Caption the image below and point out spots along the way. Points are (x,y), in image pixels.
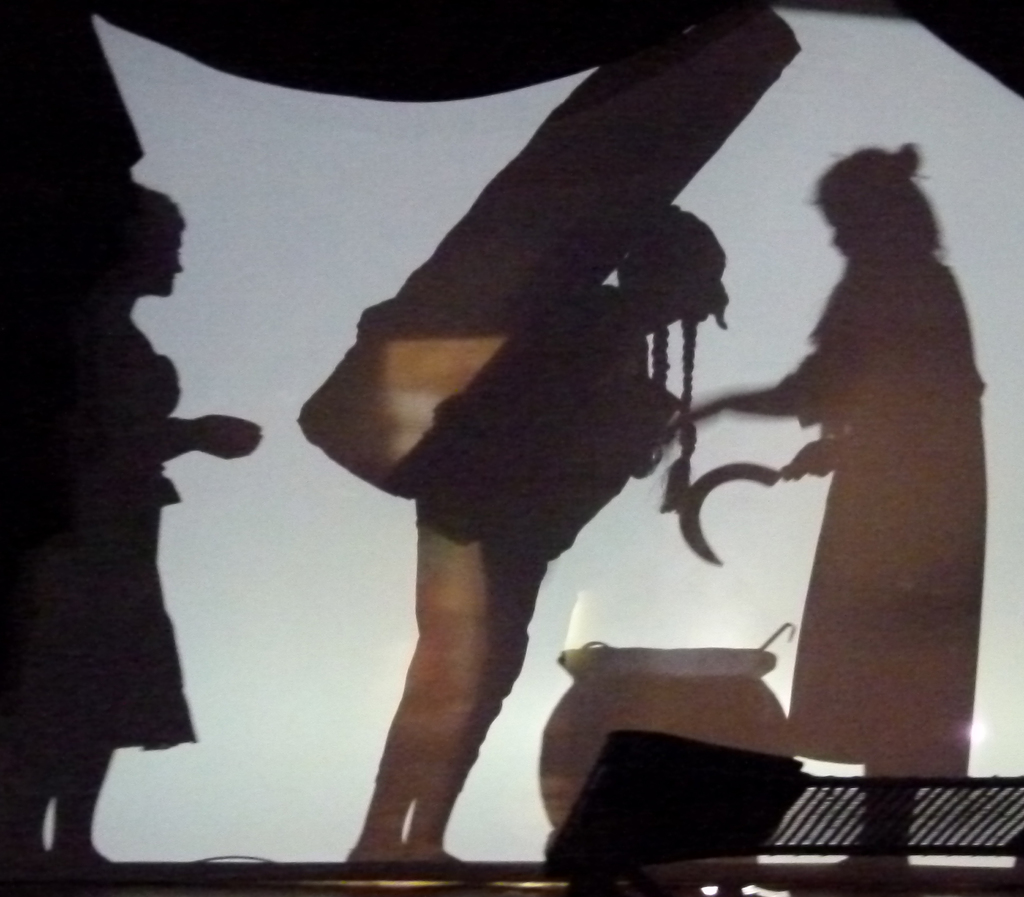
In this picture we can see shadows (897,490) of three persons (520,460), a person (863,518) on the right side (707,480) is holding something (722,475), there is a pot (664,689) at the bottom (615,726).
